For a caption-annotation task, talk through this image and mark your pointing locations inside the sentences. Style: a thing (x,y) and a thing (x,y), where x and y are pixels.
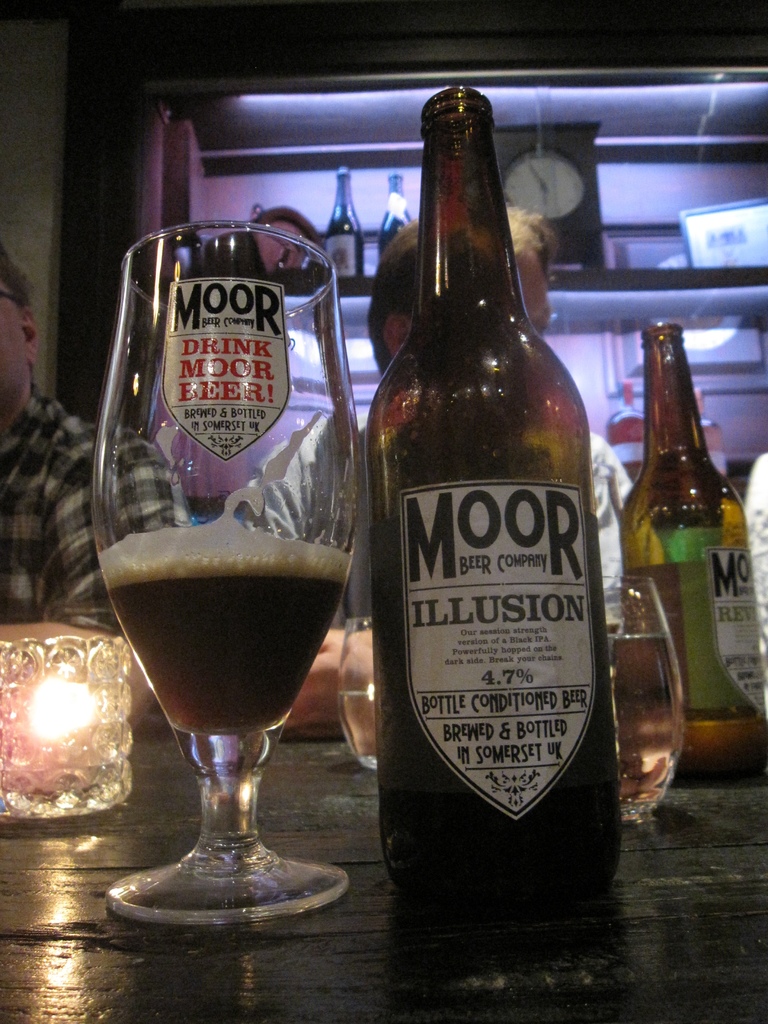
In this image, we can see a wooden table (512,963). On top of that, there are so many items (702,722) are placed. Behind the bottles (498,433), we can see few peoples (15,519). Background (609,225), there is a shelf (668,187). Top of the shelf (657,197), there is a clock (520,198), bottles (386,217), photo frame (722,248) and few other items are placed. Here we can see wall (26,185).
